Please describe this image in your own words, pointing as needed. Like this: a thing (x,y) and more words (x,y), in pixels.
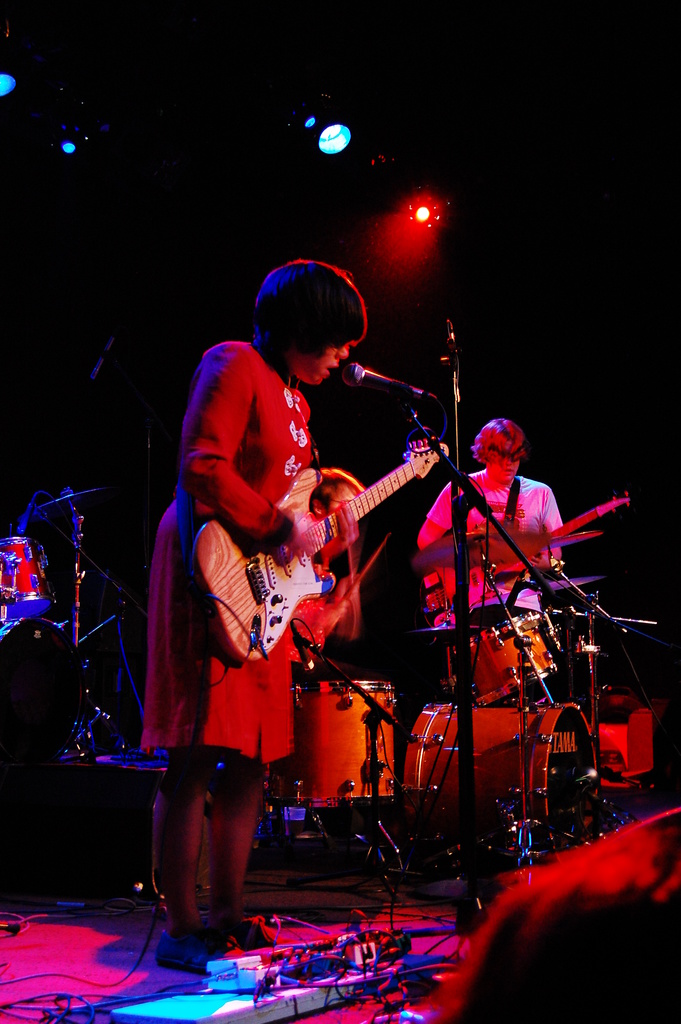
In this image I can see a woman (213,472) standing and playing guitar (261,539). In front of this woman (308,353) there is a mike stand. In the background (477,486) there is a man (503,498) is also playing the guitar (503,567). It is looking like a stage (102,976). In front of this persons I can see the drums (356,735).
